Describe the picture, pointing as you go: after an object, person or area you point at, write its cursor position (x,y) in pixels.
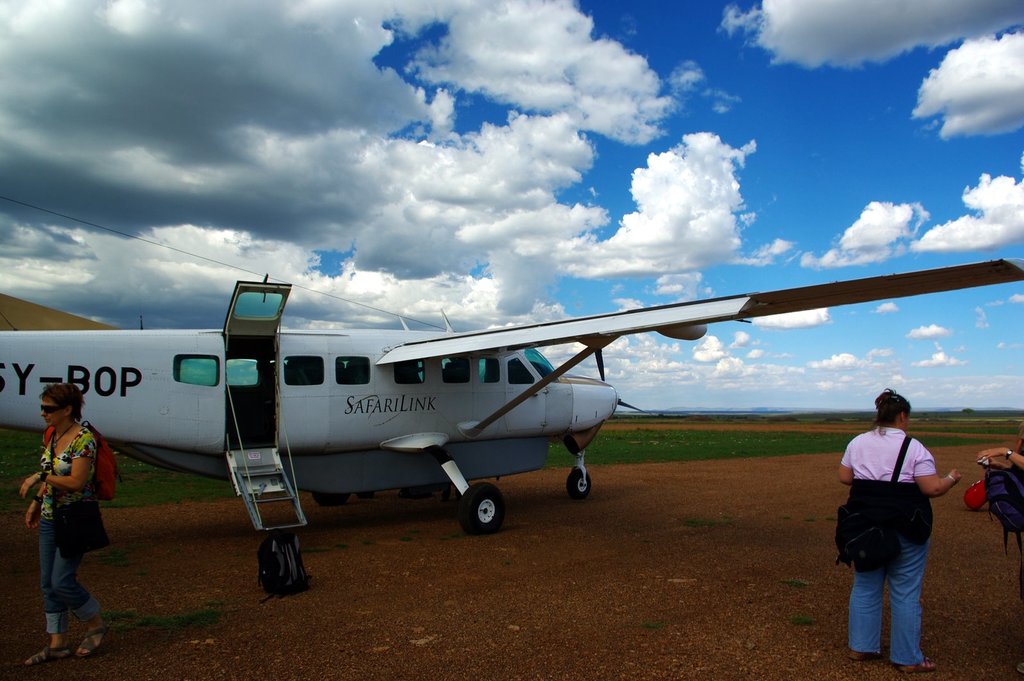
In this image, we can see an aircraft (385,449) on the ground (561,626). Here we can see people (904,564) and grass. Background we can see the cloudy sky (601,243).
